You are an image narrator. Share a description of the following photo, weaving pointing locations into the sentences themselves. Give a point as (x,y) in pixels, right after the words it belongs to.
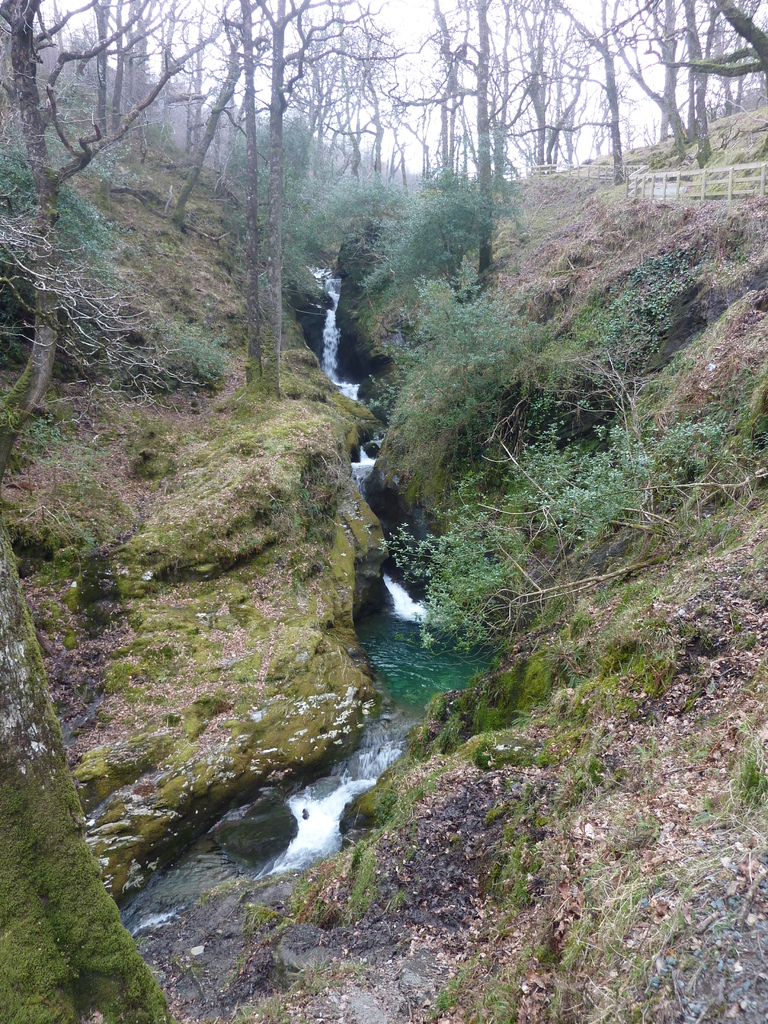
In this image, I can see the trees (482,91) and bushes (496,464). Here is the water (388,626) flowing. I think these are the hills (283,423). On the right side of the image (763,184), that looks like a wooden fence (679,187).
